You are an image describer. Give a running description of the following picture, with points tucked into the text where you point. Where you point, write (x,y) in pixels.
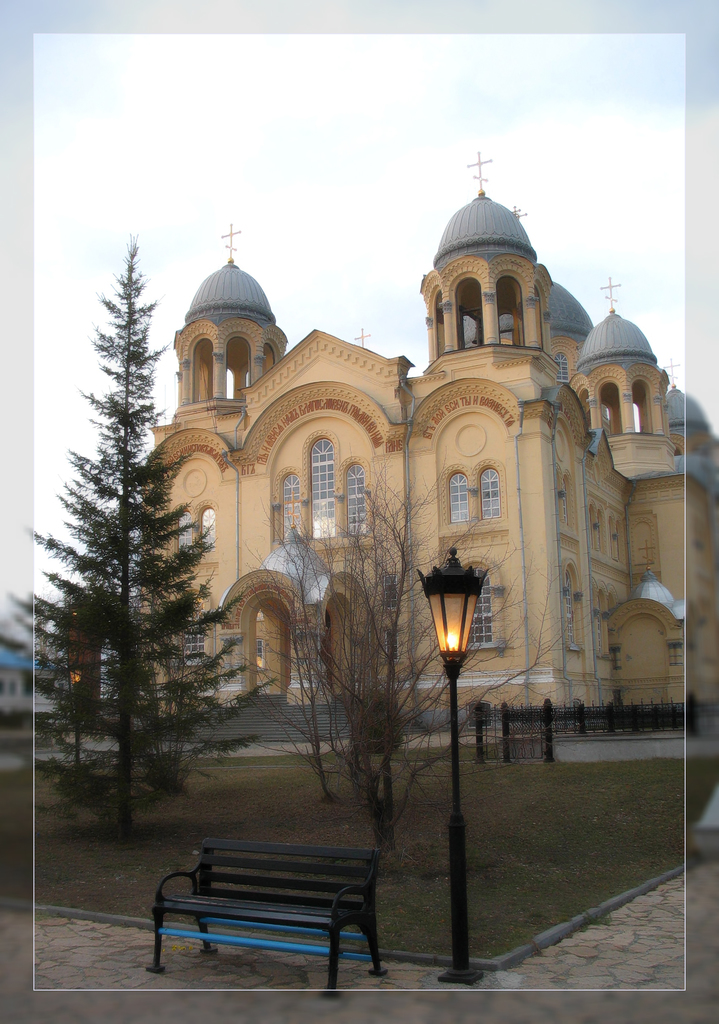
In the foreground of this picture (296,878), there is a bench (340,905) and a light pole (458,846). In the background (618,805), there is a lawn (629,815), trees (333,674), building (469,433), railing (534,708) and the cloud (392,119).
